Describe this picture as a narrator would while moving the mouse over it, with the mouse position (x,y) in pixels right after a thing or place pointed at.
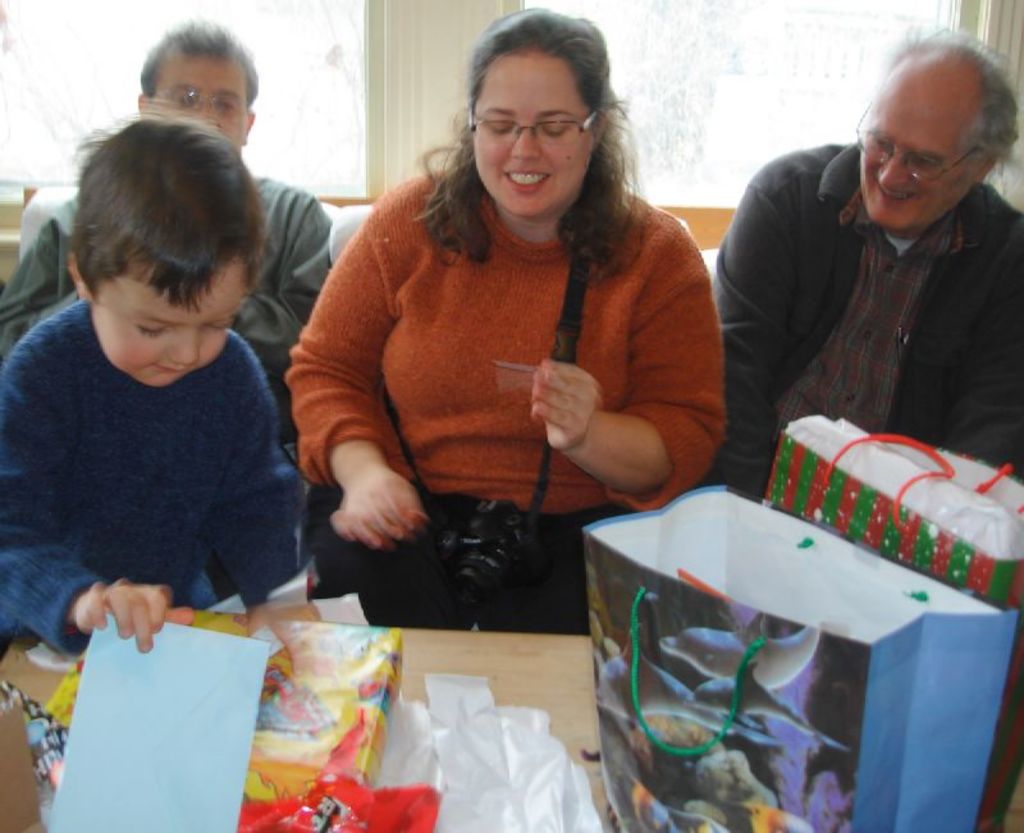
In this image I can see 4 people (129,287) sitting in a room (244,492). There are carry bags (938,692) and gifts (68,737) in front of them. There is a window (352,87) at the back (307,21).
